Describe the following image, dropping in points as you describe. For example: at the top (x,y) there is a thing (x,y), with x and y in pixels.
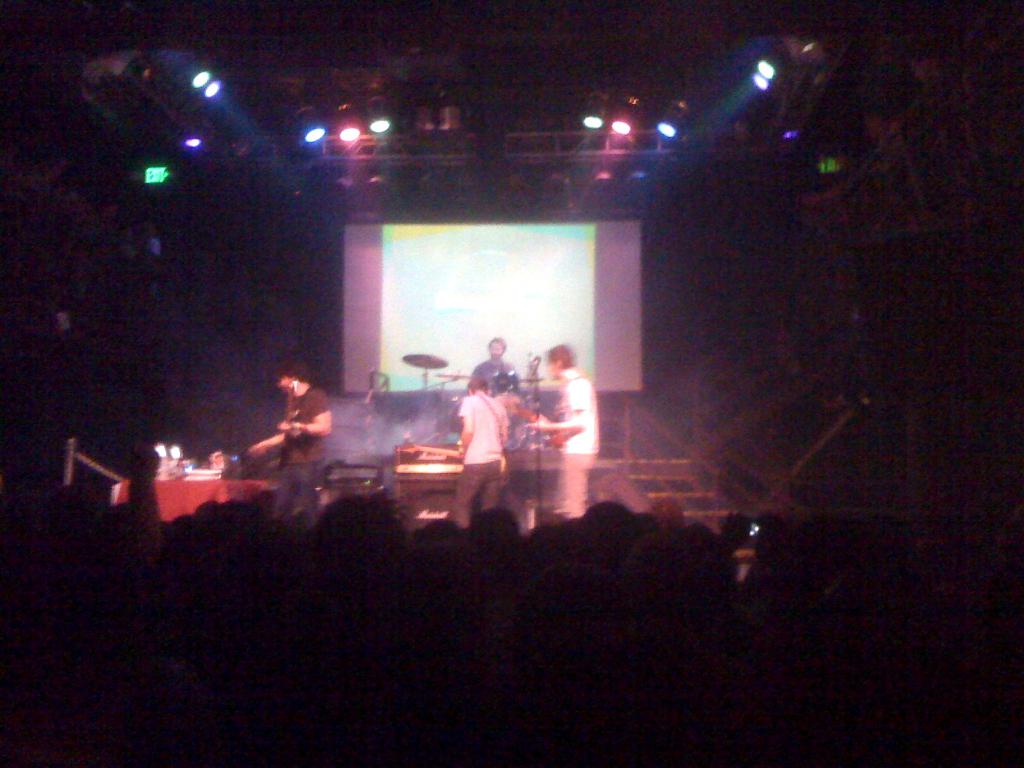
The picture is taken in a concert. At the bottom (446,631) there are people (474,549). In the middle of the picture (474,418) we can see people (571,398) playing various musical instruments (534,427) like drums (519,432), guitars (525,414). On the stage (348,408) there are tables (206,487), mic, stand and other objects (195,470). In the background (547,368) we can see focus lights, iron frames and screen (587,276).
